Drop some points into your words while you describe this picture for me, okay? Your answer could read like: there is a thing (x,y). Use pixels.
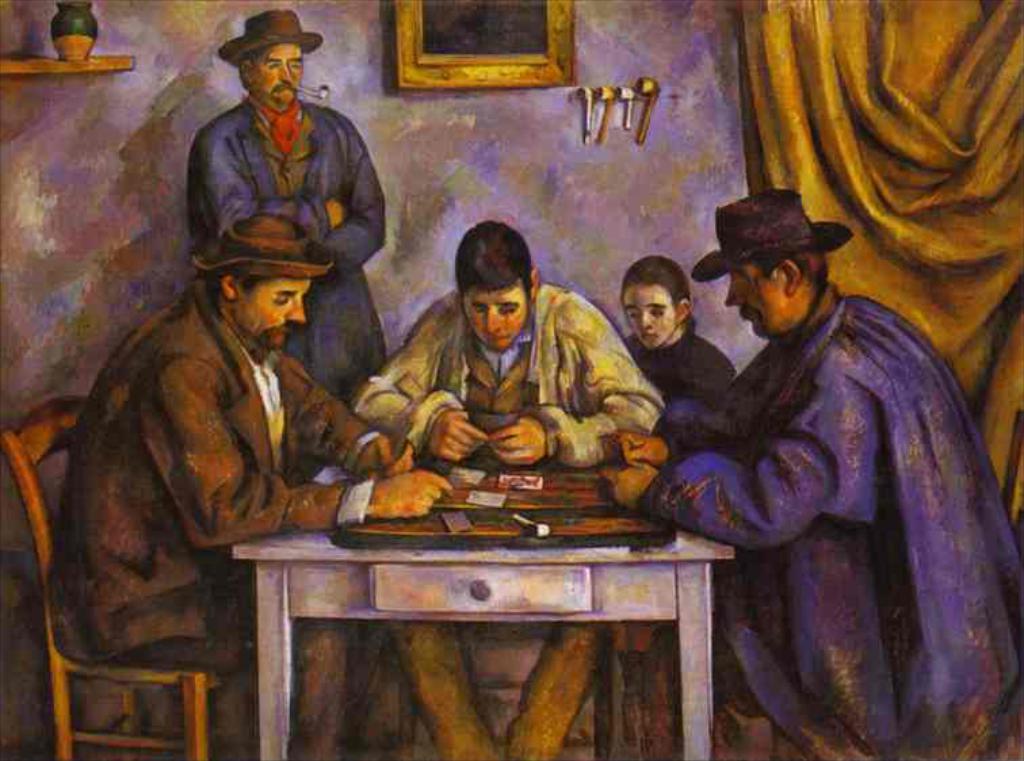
In this picture, we see the painting (392,405) of four men (403,347) and a girl (711,365). In the middle of the picture (553,425), we see three men (553,404) sitting on the chairs (46,440). In front of them, we see a table (487,561). Beside them, we see a man (297,153) and a girl (648,362) are standing. Behind them, we see a wall (134,140) on which photo frame (447,53) is placed. On the right side (867,122), we see a curtain (867,122). In the left top of the picture (108,65), we see a shelf (60,69) in which flower vase (69,42) or pot (68,56) is placed.
